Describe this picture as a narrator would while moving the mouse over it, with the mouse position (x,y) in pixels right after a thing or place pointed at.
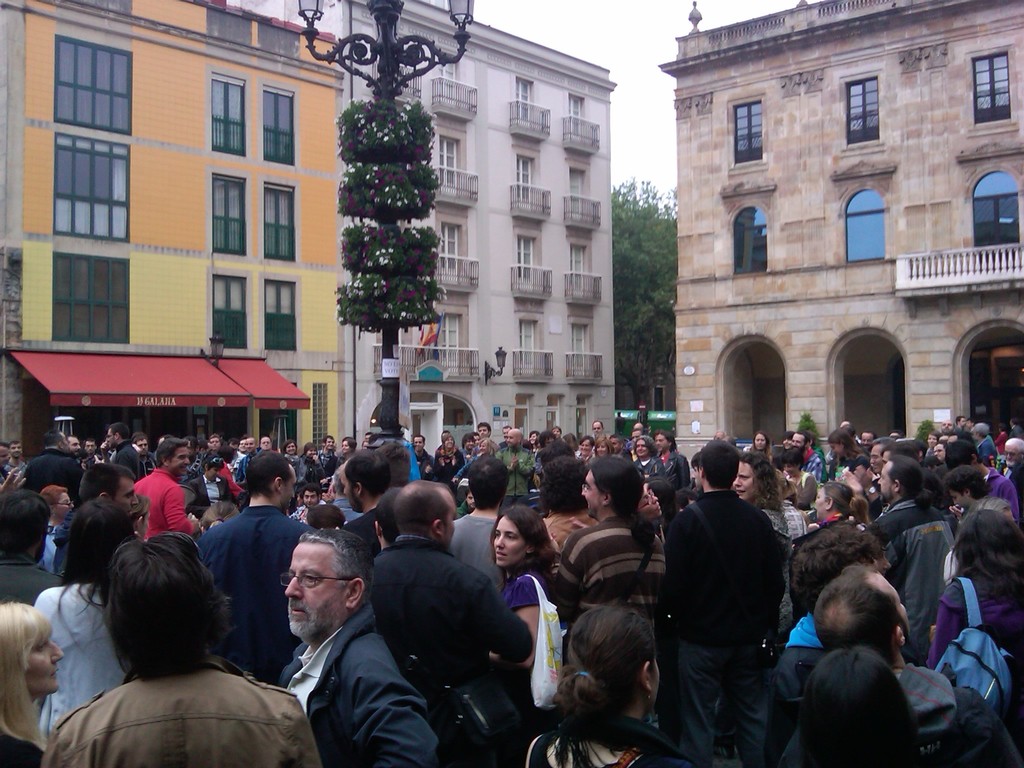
In the image there is a huge crowd (600,527) in front of three buildings (595,257) and there is a pole (403,78) in between the crowd (729,577), there are two lights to that pole (379,48).
